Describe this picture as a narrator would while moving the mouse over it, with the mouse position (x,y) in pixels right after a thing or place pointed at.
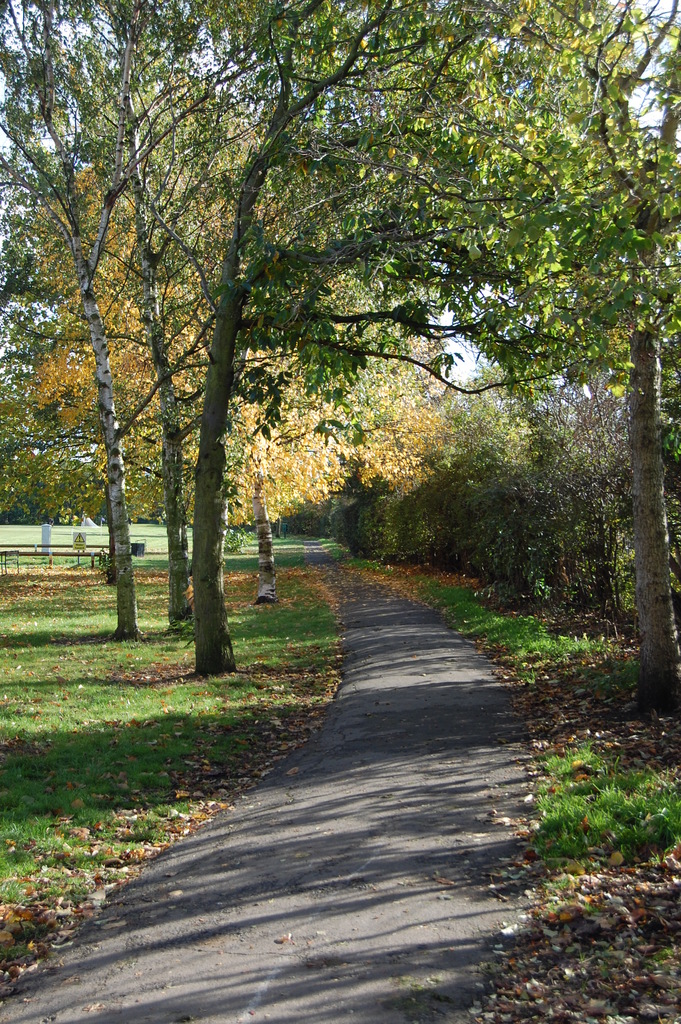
In this picture we can see trees (236,497) and grass (246,652) on either side of the road (414,699) and it seems like a sunny day. The sky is also visible.
